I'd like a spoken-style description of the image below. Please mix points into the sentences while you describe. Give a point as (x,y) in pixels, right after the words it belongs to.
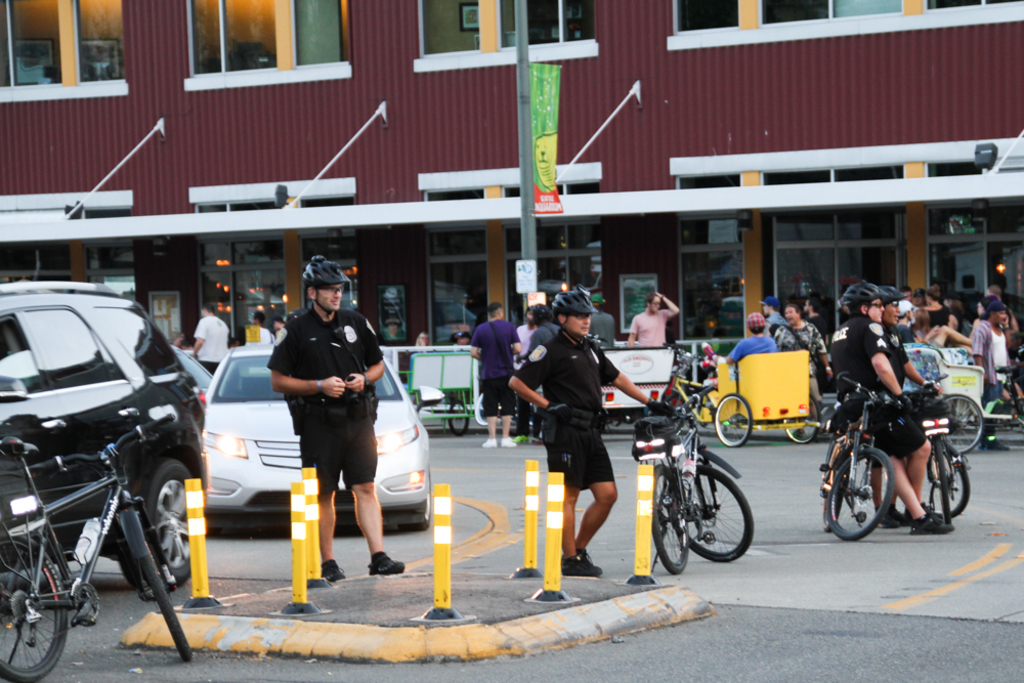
In the center of the image (461,412) we can see a few vehicles (419,466) on the road (583,503). And we can see a few people (598,504) are standing, two persons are sitting in the vehicle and they are in different costumes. Among them, we can see a few people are wearing helmets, few people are wearing caps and a few people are holding some objects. In the background (759,109) there is a building (780,111), windows (116,18), lights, sign boards (523,281), poles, one banner (538,173) and a few other objects (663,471).
